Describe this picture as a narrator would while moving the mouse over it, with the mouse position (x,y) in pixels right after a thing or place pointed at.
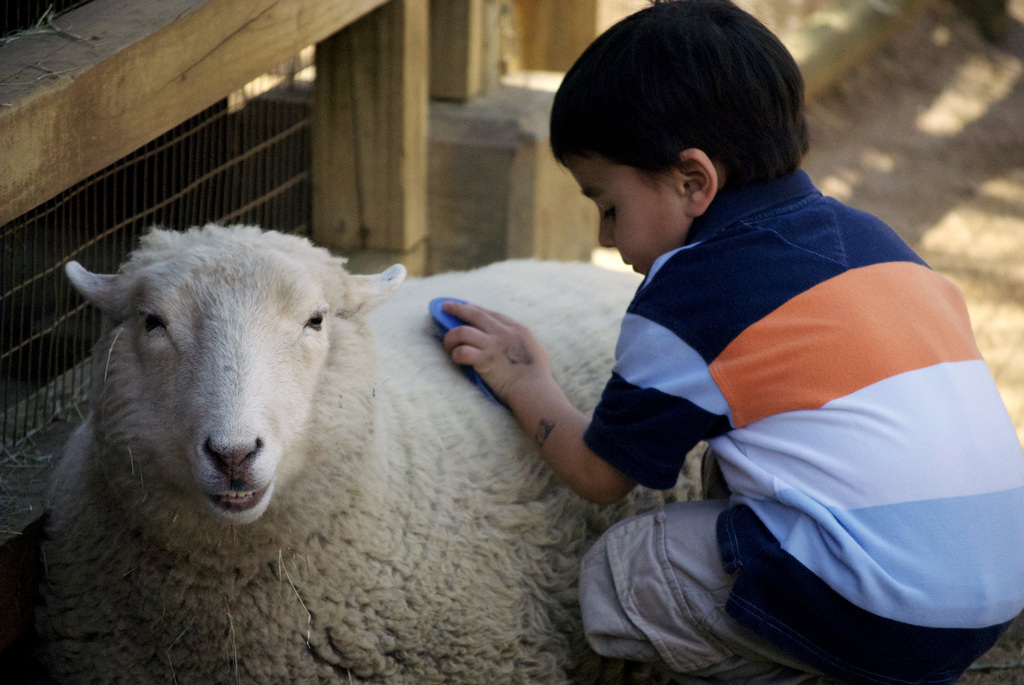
In the foreground of the picture (580,323) there is a boy (898,508) and a sheep (373,389). At the top (206,63) there is wooden frame (369,108). On the right (938,84) it is blurred. It is sunny.
